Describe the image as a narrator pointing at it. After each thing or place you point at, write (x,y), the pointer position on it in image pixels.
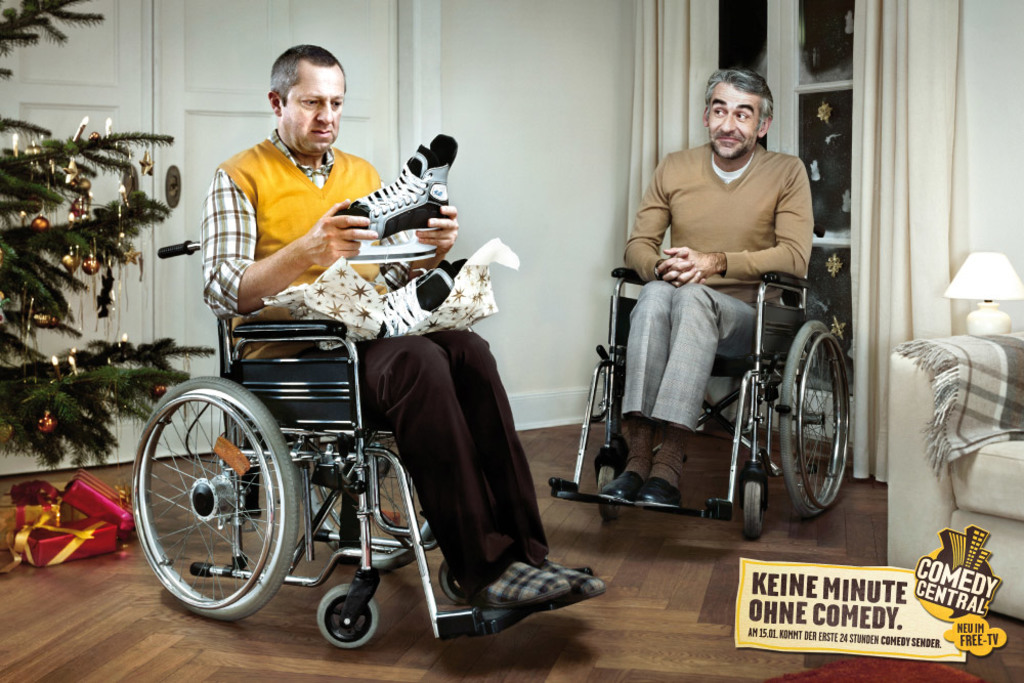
On the left side (29,400), there is a Christmas tree (35,233) decorated and placed on a floor (46,616), on which there are gift boxes (103,503) and there is a person (273,232) sitting on a wheel chair (266,492), holding a shoe (442,204) and watching it. On the bottom right (928,572), there is a watermark (915,573). On the right side (1017,438), there is a cloth (963,345) on a sofa (976,479) and there is a light (979,262). In the background (732,134), there is a person (732,118) sitting on a wheel chair (792,374) and smiling, there are doors (760,54) having two curtains (652,58) and there is a white wall (524,80).
